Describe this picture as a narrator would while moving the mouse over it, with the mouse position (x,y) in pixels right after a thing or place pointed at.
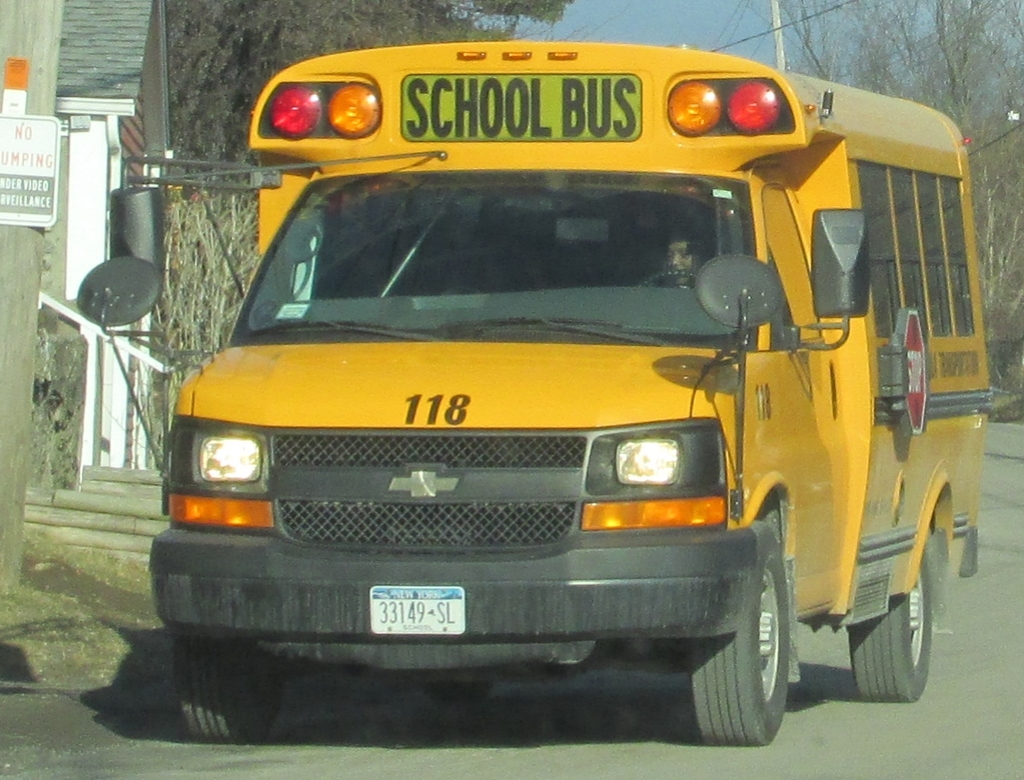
This picture is clicked outside. In the center (555,498) there is a yellow color bus (812,235) on which we can see the text (419,420). In the background (631,34) we can see the sky (672,20), pole (781,43), cables (781,27), trees (1015,177) and some other objects (81,232).
